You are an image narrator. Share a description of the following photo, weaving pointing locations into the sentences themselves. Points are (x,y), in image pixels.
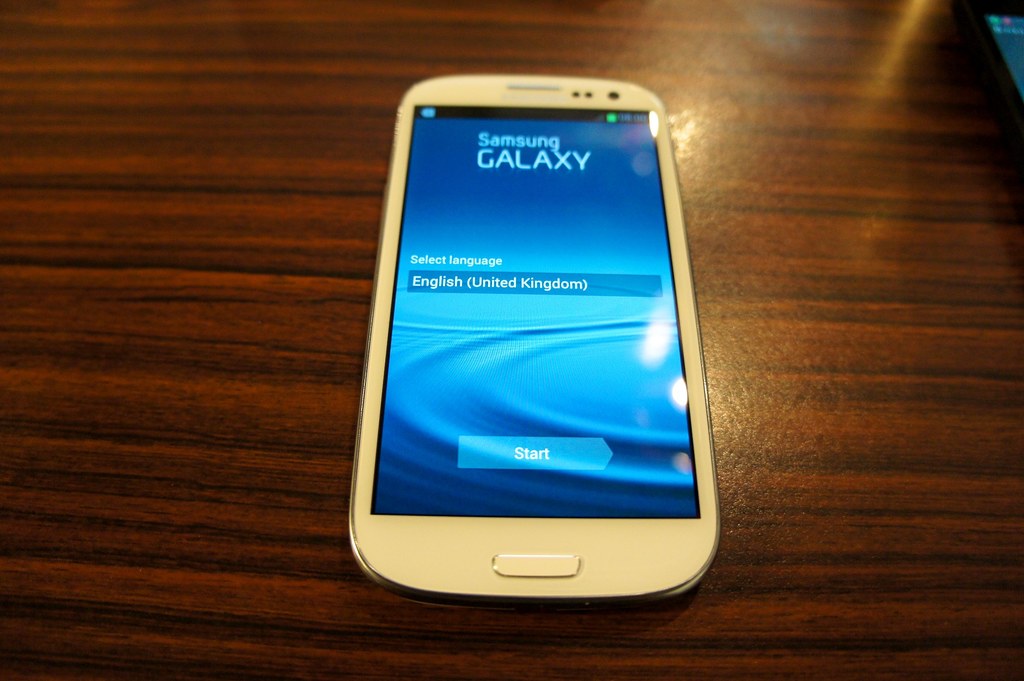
In the center of the image (346,432) there is a table (325,165). On the table (634,44) a mobile (543,457) is there.
